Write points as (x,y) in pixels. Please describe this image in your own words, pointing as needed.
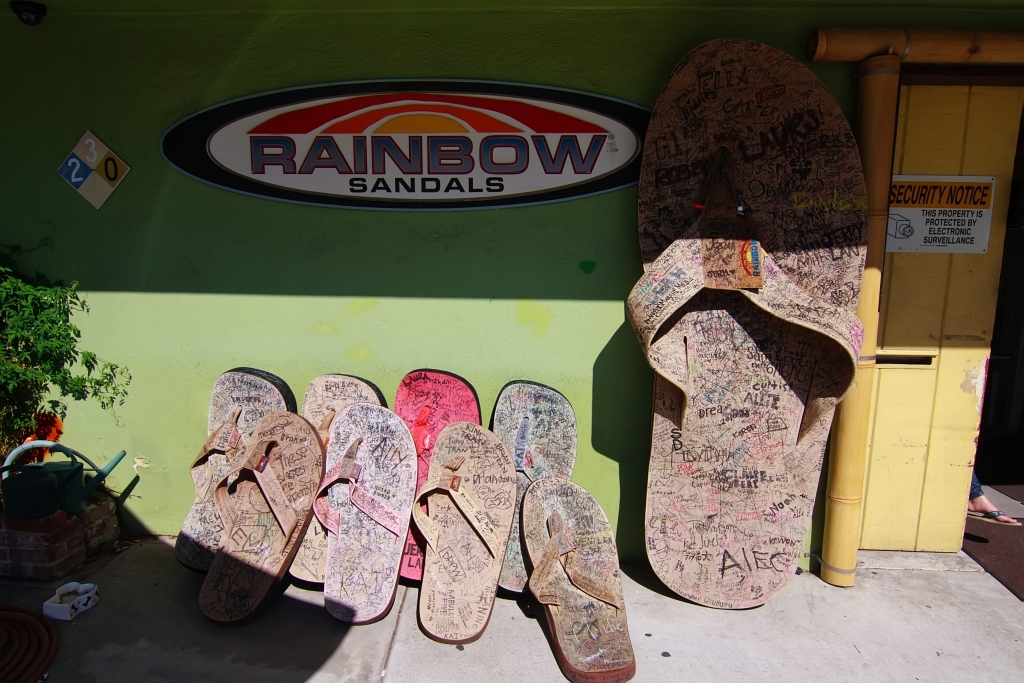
In this image few slippers (341,570) are kept near the wall (587,276). Left side (23,448) there are a watering can (13,515) and a plant (57,383). Right side (943,134) there is a door (903,422), behind there is a person leg (983,493) is visible.
